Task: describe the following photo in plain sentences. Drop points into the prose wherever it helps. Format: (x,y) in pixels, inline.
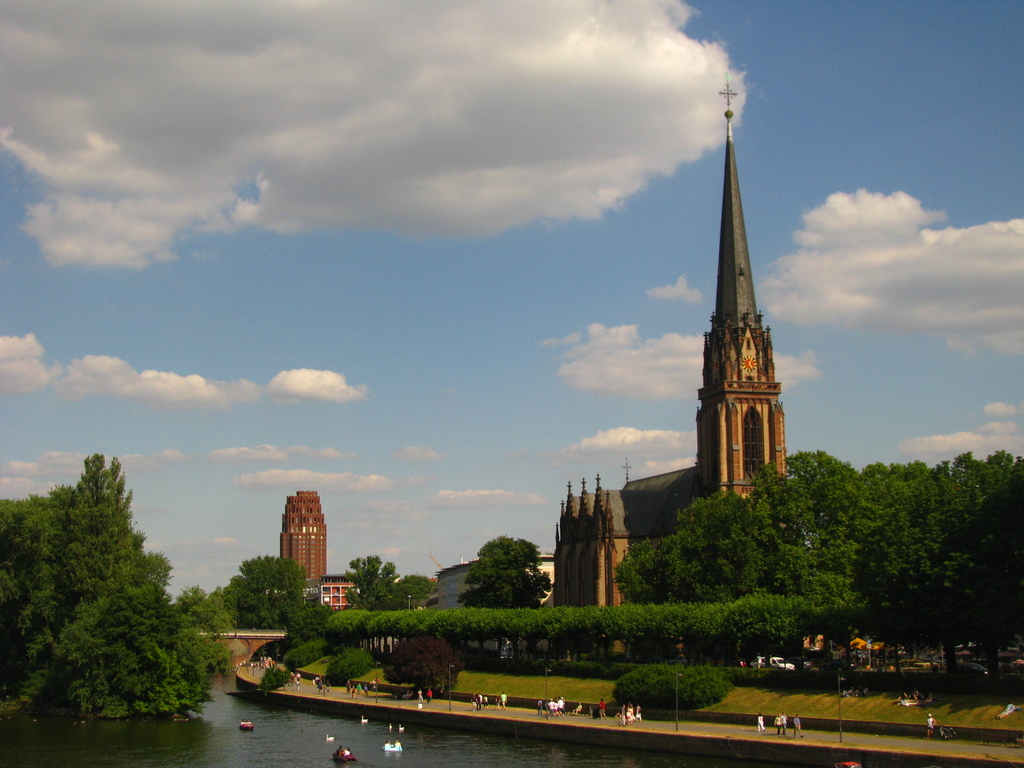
In this image I can see the water (247,742) and few people (430,697) walking on the path (552,718). In the background (648,596) I can see few buildings (563,574), trees (507,625) in green color and the sky (364,125) is in blue and white color.
